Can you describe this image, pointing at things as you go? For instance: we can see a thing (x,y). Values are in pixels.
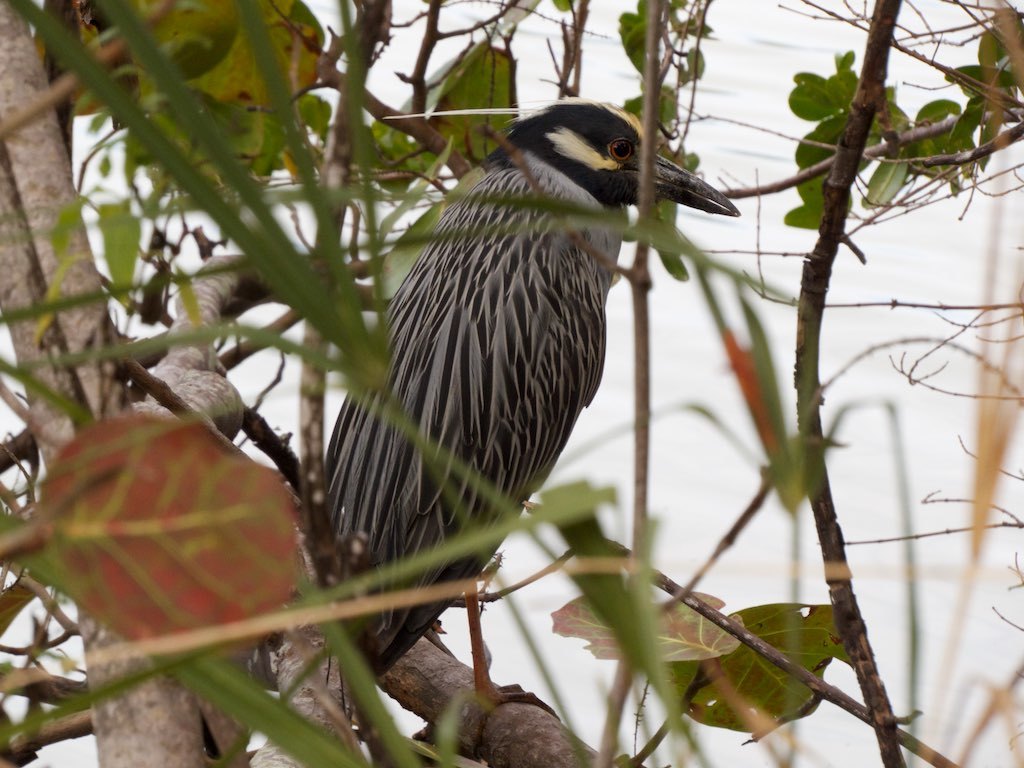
In this image in the center (567,362) there is one bird (521,405) on a tree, and in the background (830,103) there are some trees (887,121).
